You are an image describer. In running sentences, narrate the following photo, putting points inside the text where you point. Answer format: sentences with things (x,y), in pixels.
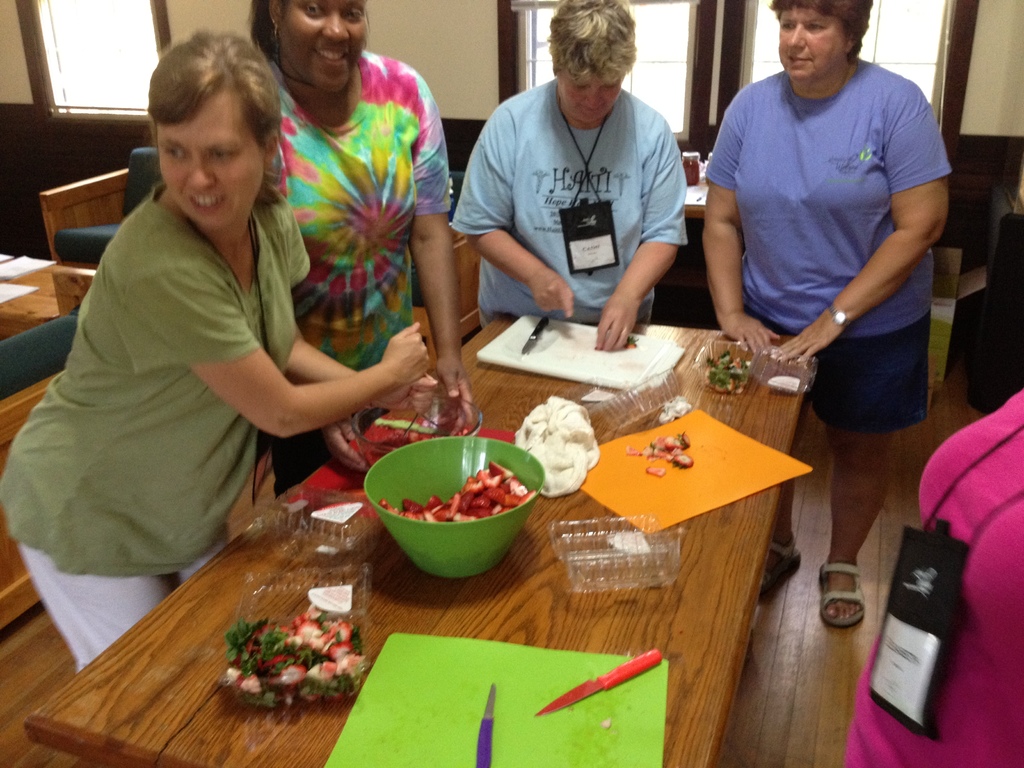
In this picture These persons (179,336) are standing. We can see table (381,599). On the table (690,522) we can see box (264,588), knife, bowl (449,537), fruits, cloth (582,437). On the background (474,49) we can see wall (474,49), window (657,45). We can see chairs (59,350).
